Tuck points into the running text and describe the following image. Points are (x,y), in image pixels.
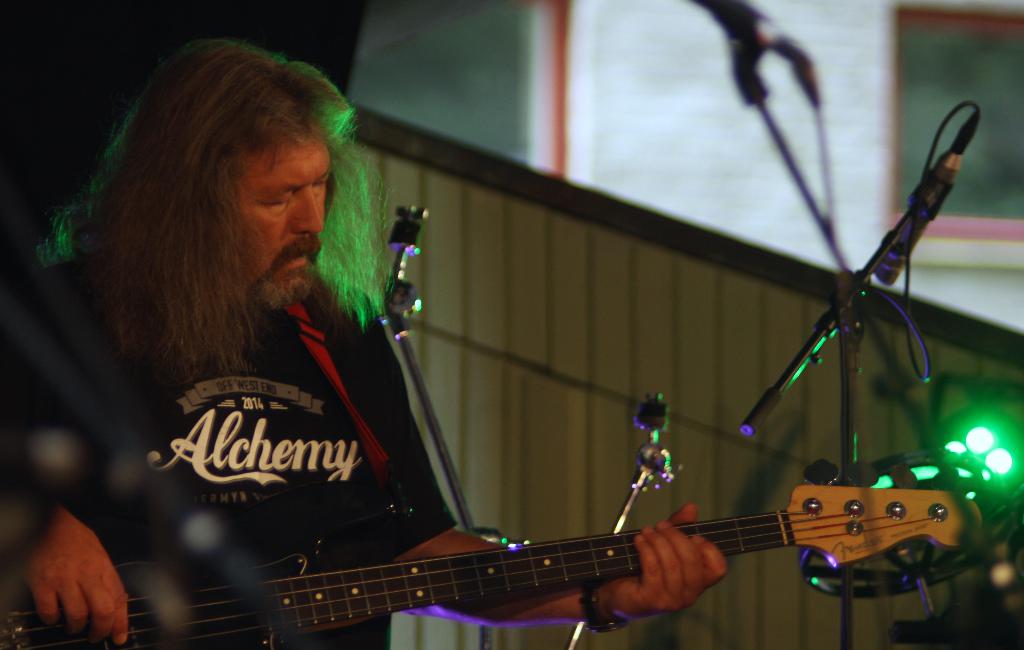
In this picture is a man (276,474) holding a guitar (623,551) with his left (654,601) and playing the guitar (360,604) with his right hand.
